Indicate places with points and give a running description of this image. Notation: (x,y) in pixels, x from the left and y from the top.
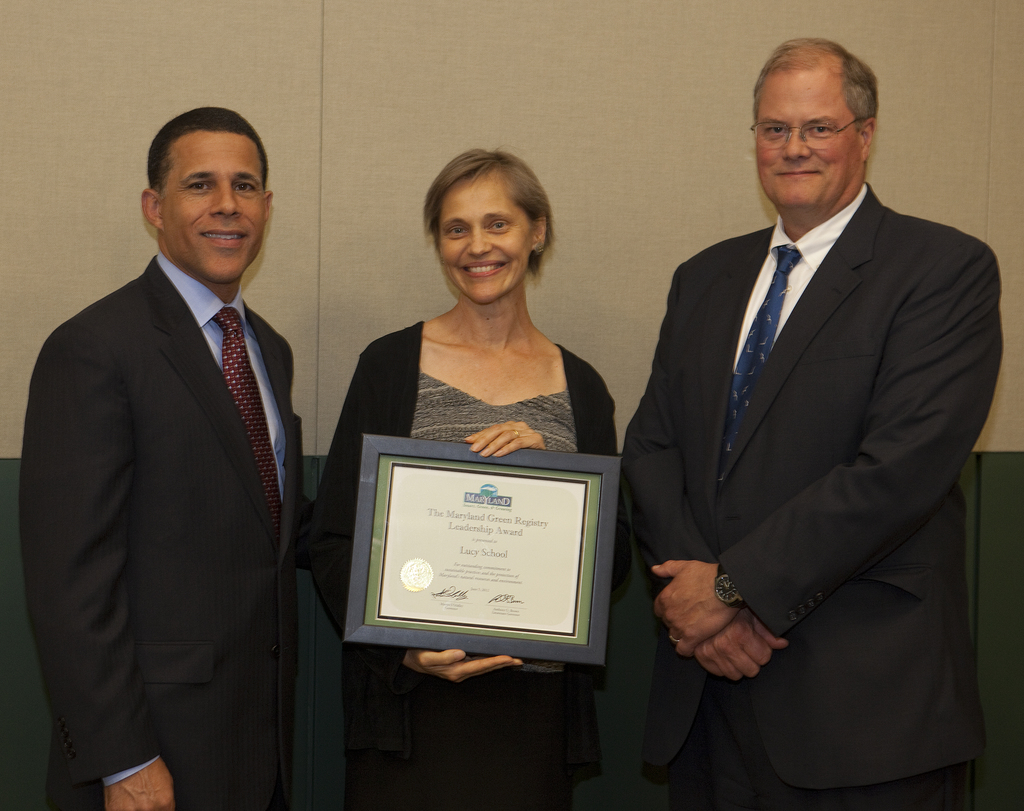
In this image, we can see people (779,464) wearing clothes (217,614). There is a person (459,412) in the middle of the image (385,392) holding a framed certificate (595,556) with her hands (492,436). In the background (331,437), we can see a wall (884,90).
